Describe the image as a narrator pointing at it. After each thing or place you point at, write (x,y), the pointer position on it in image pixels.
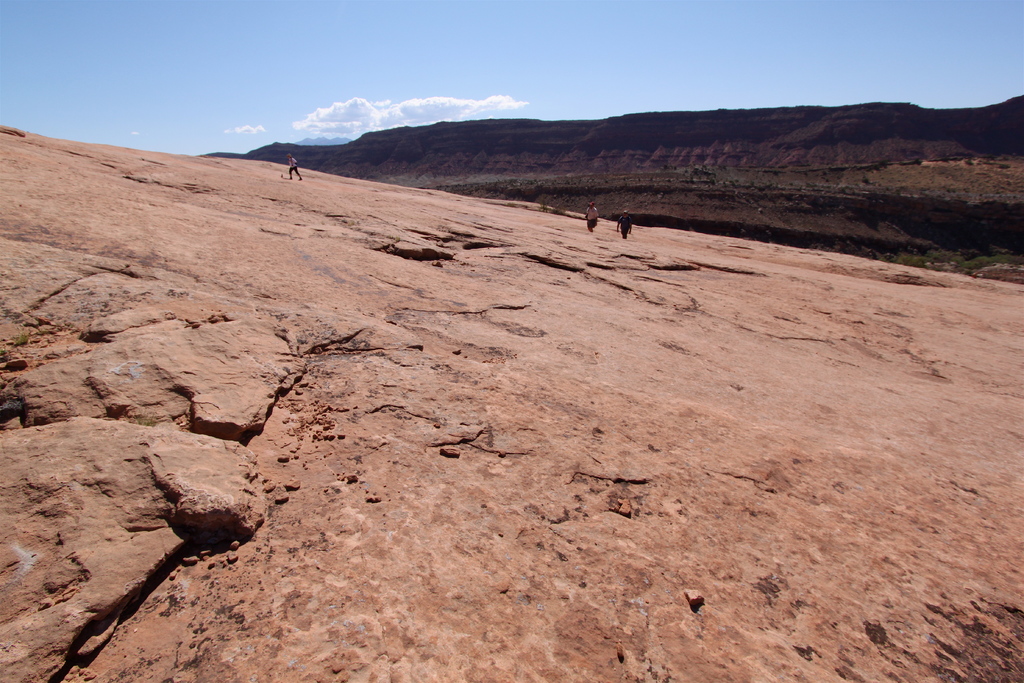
In this image we can see three persons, rock (616,448), and mountain (665,167). In the background (491,69) there is sky (558,71) with clouds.
